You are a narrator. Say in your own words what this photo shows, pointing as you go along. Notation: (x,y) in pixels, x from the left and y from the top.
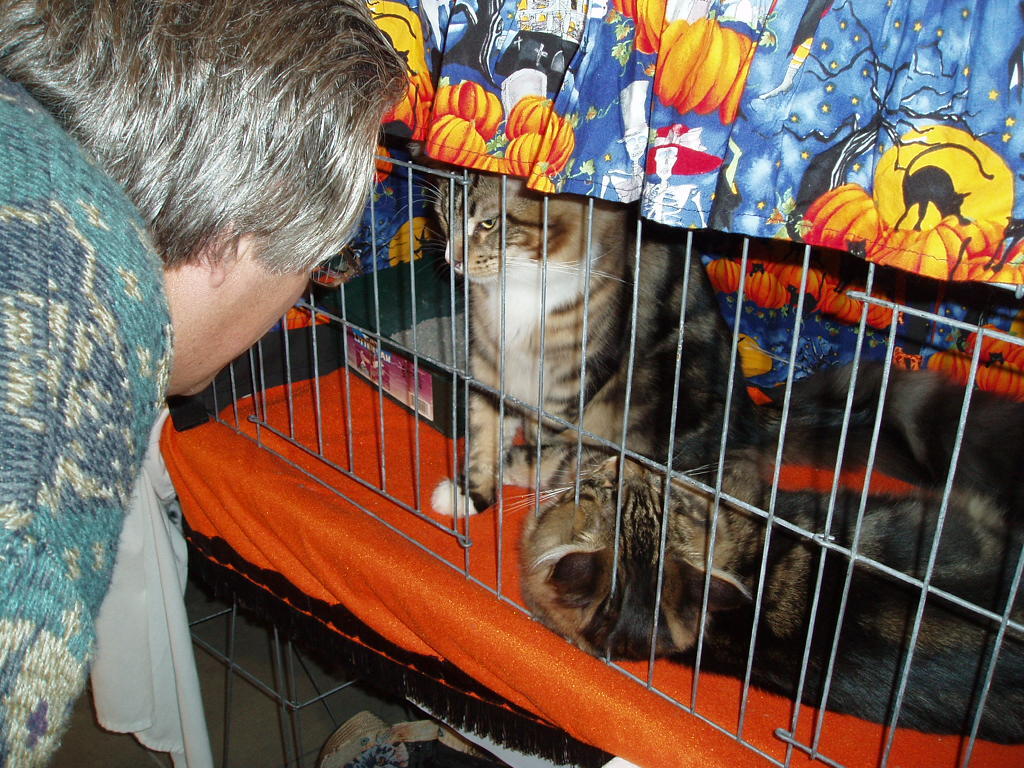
In this image there are animals (643,509) in the cage (628,407) and there is a person (130,281) staring at the animals (532,345) and there is a colourful cloth (723,97) and under the cage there are objects (354,724).
